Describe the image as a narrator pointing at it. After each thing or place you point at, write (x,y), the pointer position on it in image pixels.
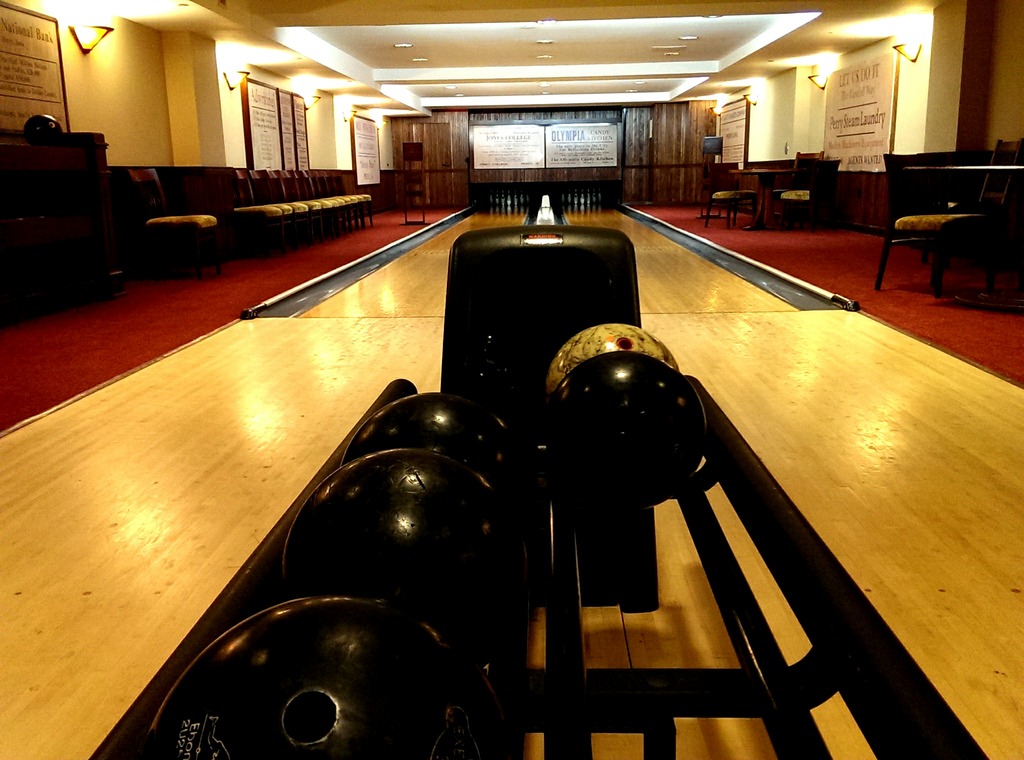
Here we can see balls (640,465). This is wooden floor (287,431). Boards (23,74) and lights (81,50) are on wall (807,101). On this red carpet (184,336) we can see chairs (294,200) and table (771,180).
